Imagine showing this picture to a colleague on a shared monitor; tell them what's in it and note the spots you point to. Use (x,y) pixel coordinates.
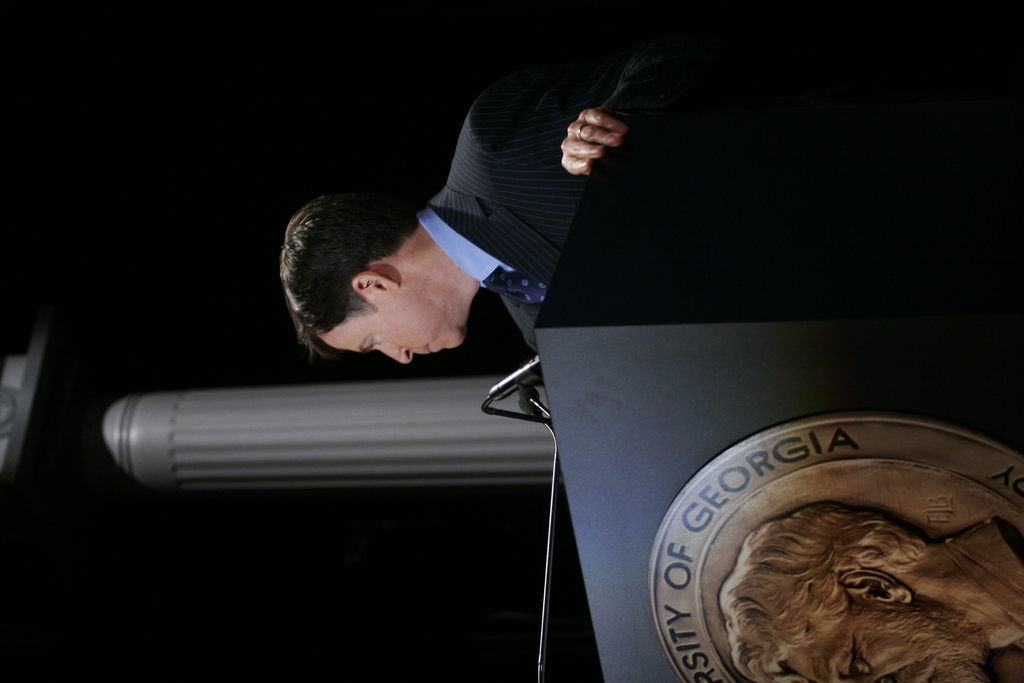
In this picture we can see a man (484,178), he is standing, in front of him we can find few microphones (540,408), in the background (271,408) we can see a pillar (243,422), and we can see a logo (803,478) on the podium (593,404).
